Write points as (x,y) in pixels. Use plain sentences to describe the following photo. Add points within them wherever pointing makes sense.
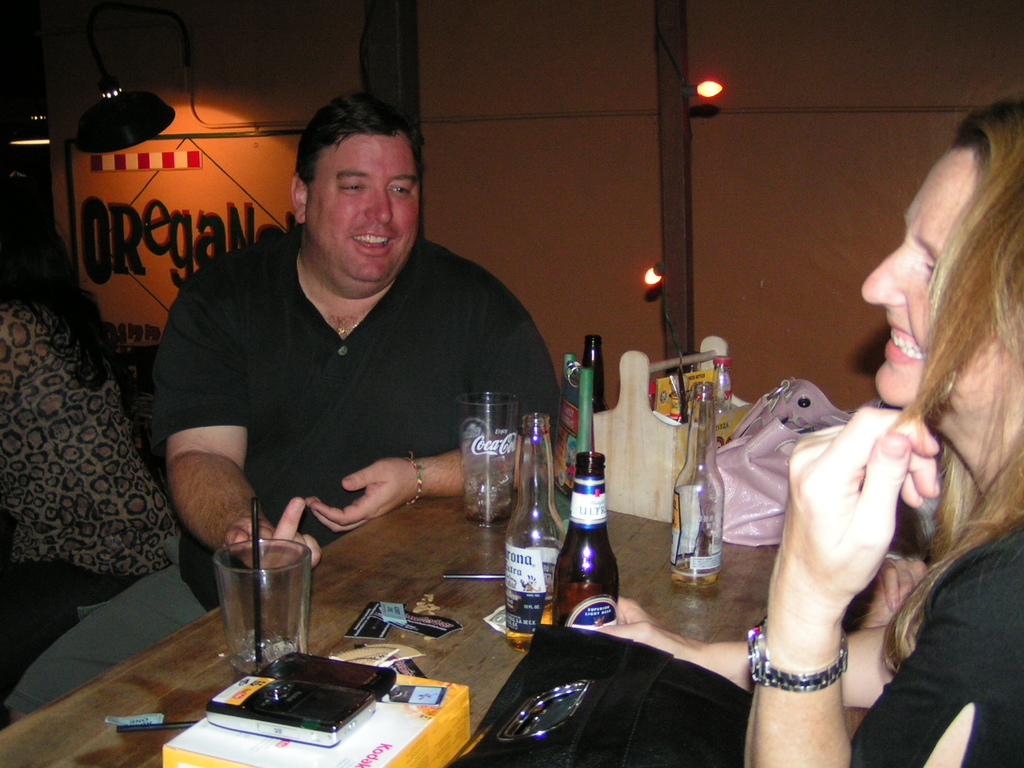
In the picture I can see a woman (1015,113) on the right side (1002,172) and there is a smile on her face (949,209). I can see the wooden table (645,551). I can see the glasses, bottles (595,571), handbags (584,686) and mobile phones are kept on the table (494,643). I can see a man (388,453) wearing a black color T-shirt (369,336) and he is also smiling. I can see another woman (44,547) on the left side (104,399). I can see a lamp (92,138) on the top left side (161,105).
